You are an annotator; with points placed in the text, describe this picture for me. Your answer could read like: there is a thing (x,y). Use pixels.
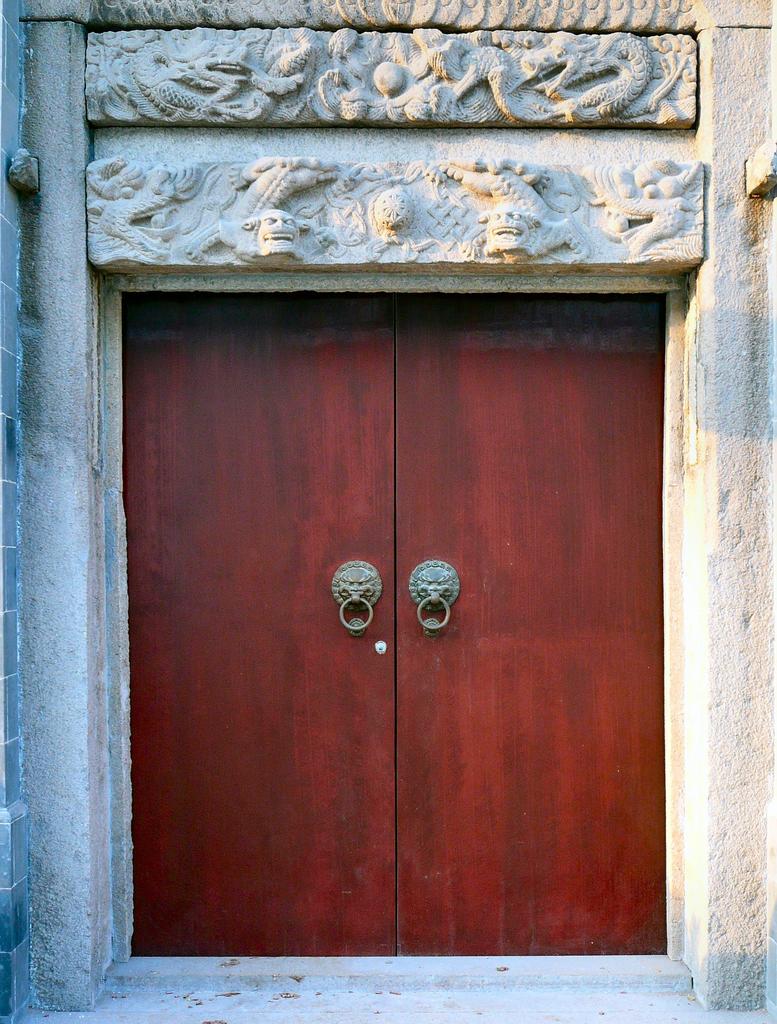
This picture shows a wooden door (405,488) and we see a building (122,342) and we see stone carving (328,173).
